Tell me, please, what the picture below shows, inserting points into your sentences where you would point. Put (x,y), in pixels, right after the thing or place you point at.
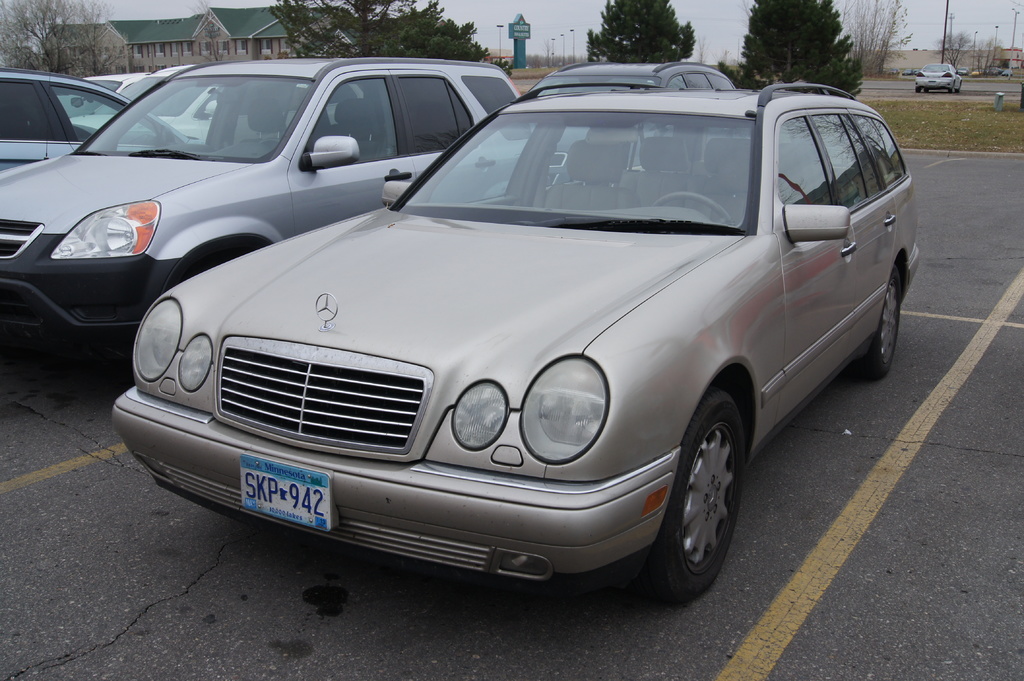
In this picture we can see some cars (486,208) parked in the front (475,179), in the background (266,42) we can see houses (206,35), trees (799,7) and grass (985,123), there is the sky (593,25) at the top of the picture (542,16), there are some poles (563,44) here.
